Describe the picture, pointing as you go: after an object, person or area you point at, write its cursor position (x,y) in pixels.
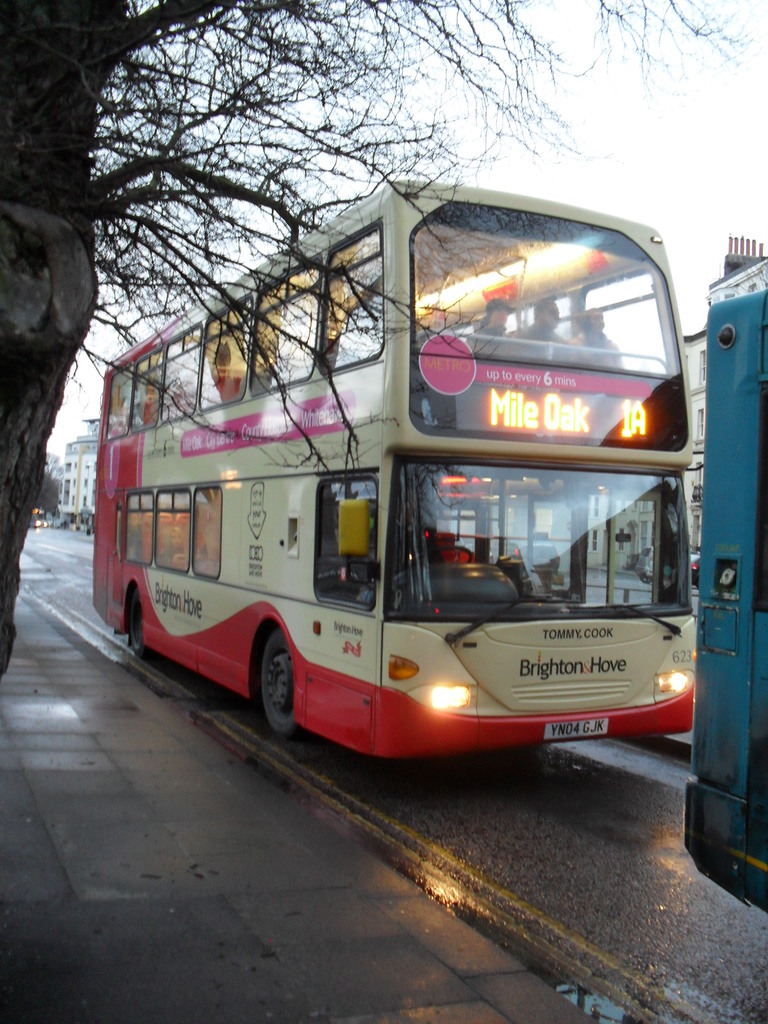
In this image I can see the vehicles (498,718) on the road (569,804). To the left (6,156) I can see the tree (20,183). To the right (700,426) I can see many buildings (81,523), trees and the sky (350,167).
